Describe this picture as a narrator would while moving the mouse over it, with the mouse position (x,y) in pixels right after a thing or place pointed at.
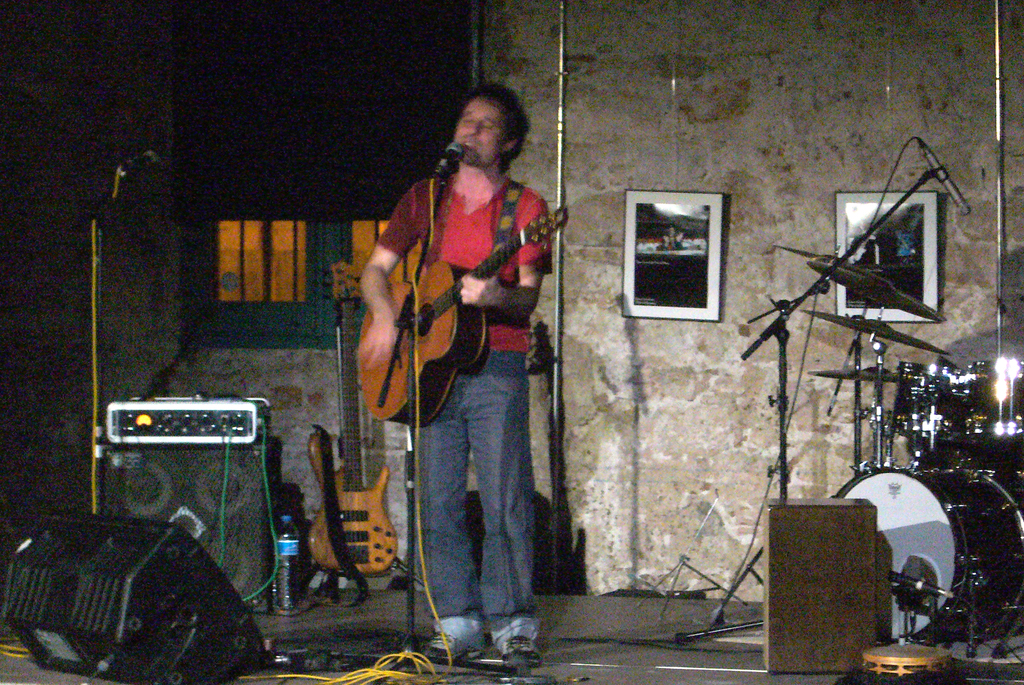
This image consist of a man (453,570) and a concert setup (427,578). In the front (506,407), the man (484,390) standing and wearing a red t-shirt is playing a guitar (439,351). To the left (150,611), there is a speaker (201,594). To the right (957,486), there is a band setup (921,368). In the background (825,159), there is a wall (729,153), window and frames (673,267).
